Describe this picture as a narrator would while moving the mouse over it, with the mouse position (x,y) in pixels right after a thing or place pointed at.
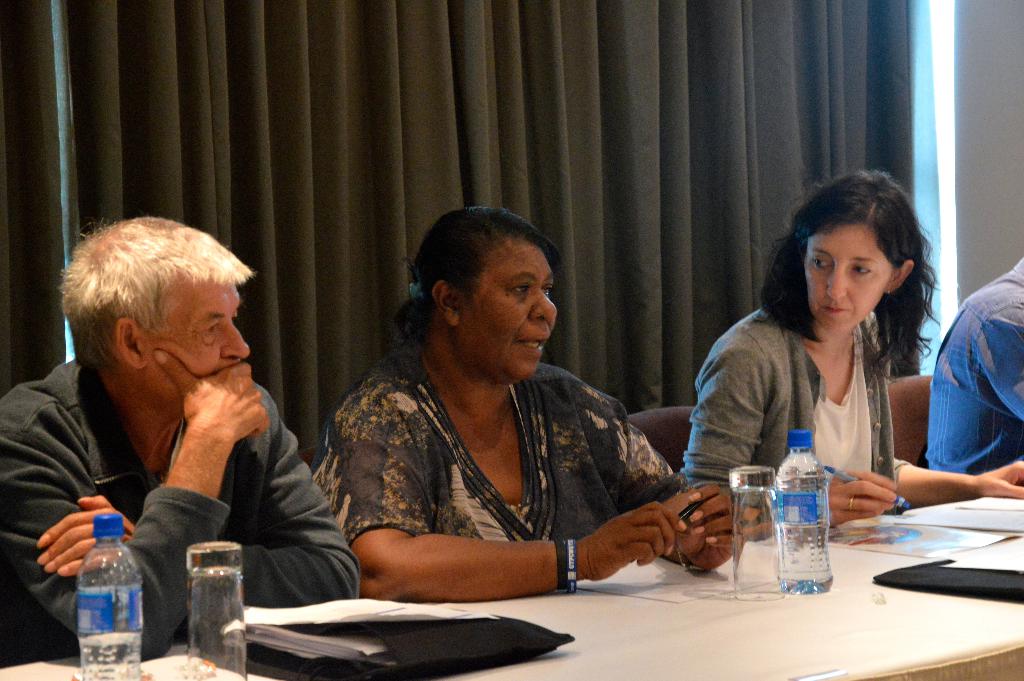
There are group of persons (231,376) sitting in a chair (648,426) and there is a table (724,644) in front of them which has some papers (414,610), water bottles (791,549) and glasses (757,569) on it. In background (669,120) there is a grey curtain (544,105).
